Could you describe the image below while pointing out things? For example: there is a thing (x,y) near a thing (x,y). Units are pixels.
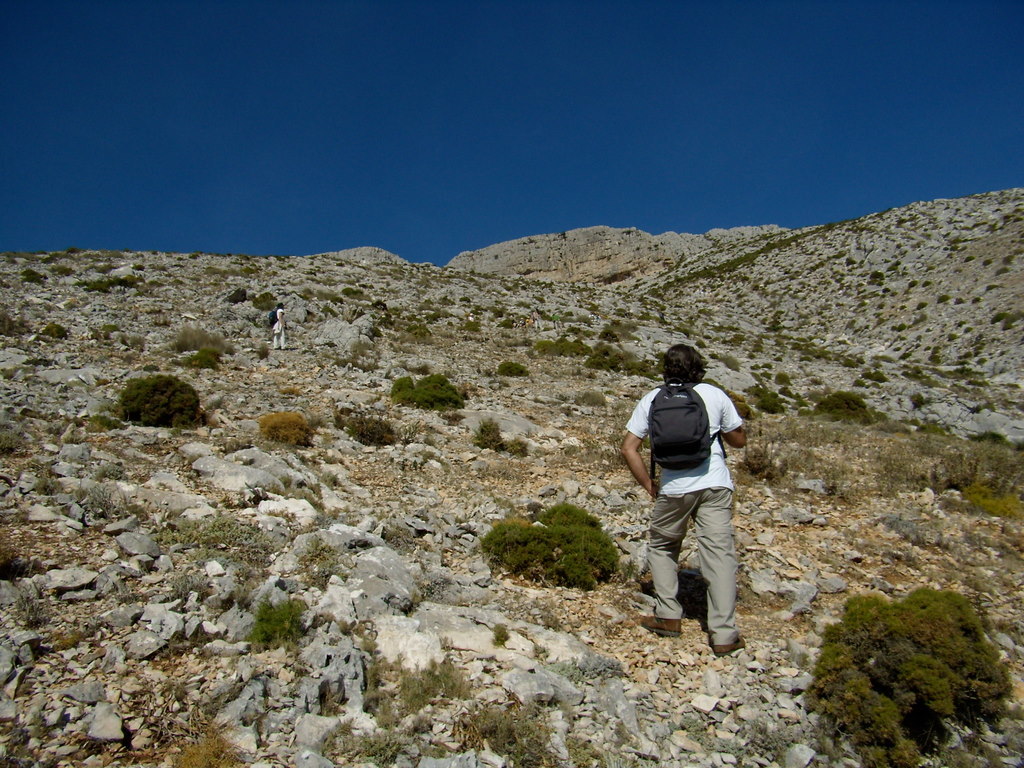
This is the picture of a mountain (15,358). In this image there are two persons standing on the mountain (422,419) and there are plants (879,605) on the mountain (279,466). At the top (510,167) there is sky (551,190).
